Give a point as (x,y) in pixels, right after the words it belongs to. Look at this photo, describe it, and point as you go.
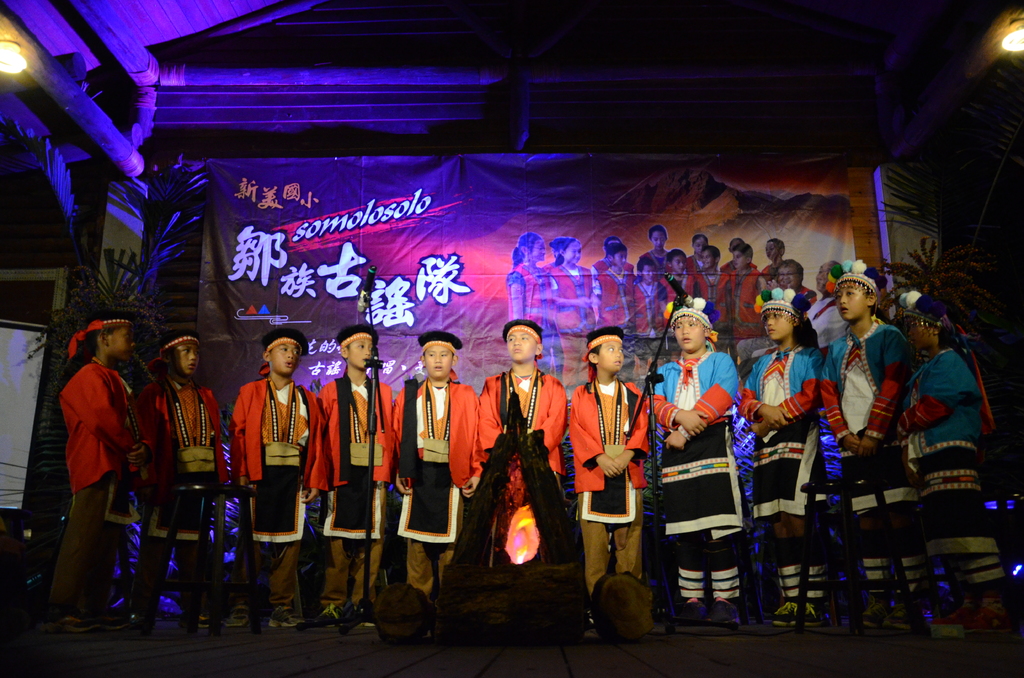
In the picture I can see group of people (494,427) are standing. These people (599,491) are wearing costumes (710,480). I can also see microphones (651,461). In the background (478,247) I can see a banner (535,261) which has a photo (532,288) of people (575,296) and something written on it. Here I can see stage lights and some other objects (32,60).
